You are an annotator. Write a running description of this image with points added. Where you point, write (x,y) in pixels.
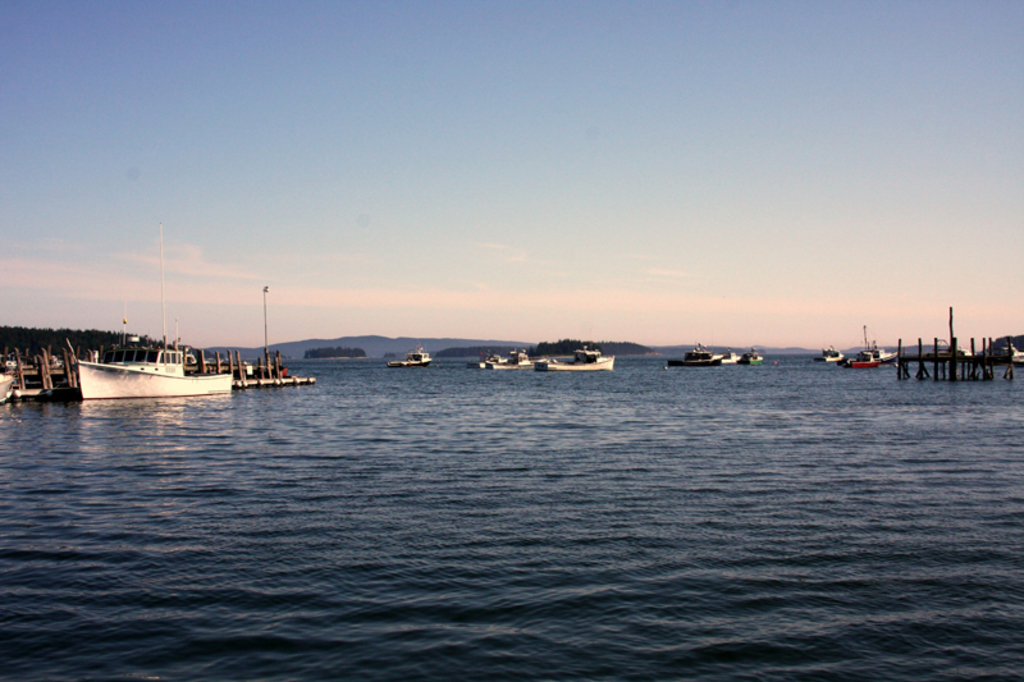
In this image we can see some ships (410,357) on the ocean (593,490), there are poles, trees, wooden poles (1003,360), also we can see the mountains (251,351), and the sky (317,235).
